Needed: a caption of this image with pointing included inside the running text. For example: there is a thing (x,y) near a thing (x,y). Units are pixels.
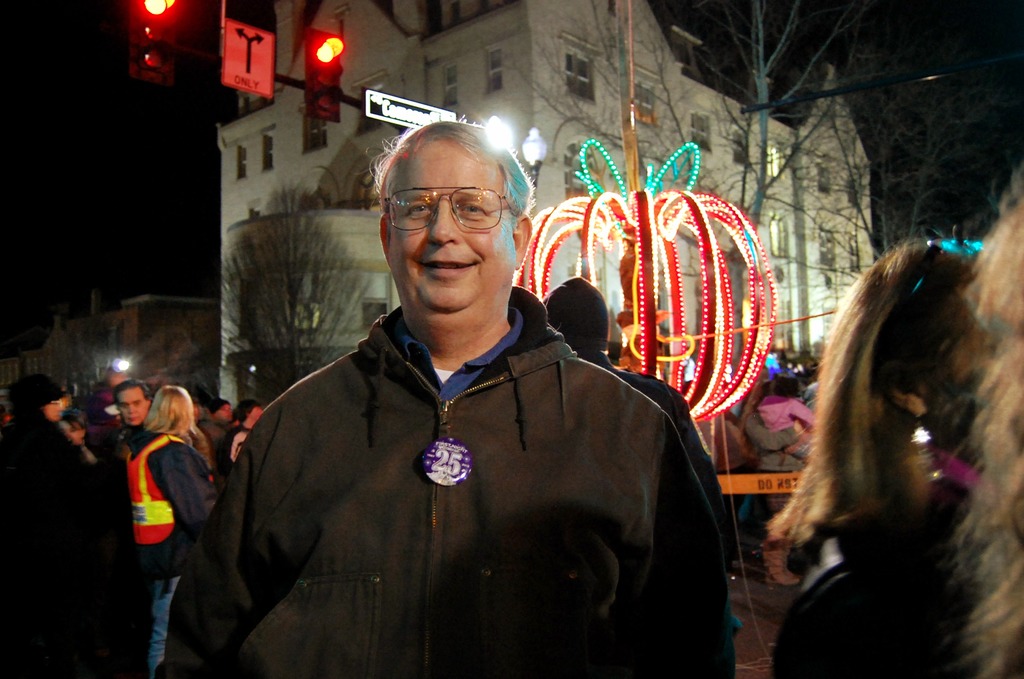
In the center of the image (441,280) there is a person (332,511). In the background (722,294) we can see lighting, persons (960,396), building (374,135), lighting (707,233), traffic signals (136,26) and sky (137,109).
